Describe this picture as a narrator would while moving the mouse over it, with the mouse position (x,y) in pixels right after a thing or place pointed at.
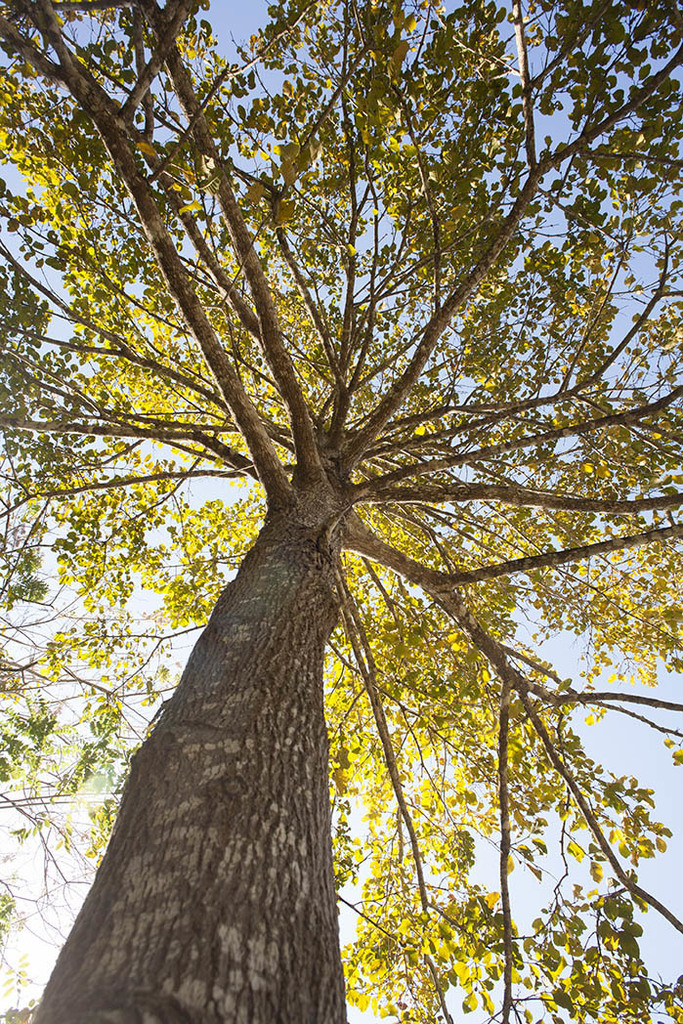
In this picture we can see a tree (230,347) and in the background (634,367) we can see the sky (672,896).
